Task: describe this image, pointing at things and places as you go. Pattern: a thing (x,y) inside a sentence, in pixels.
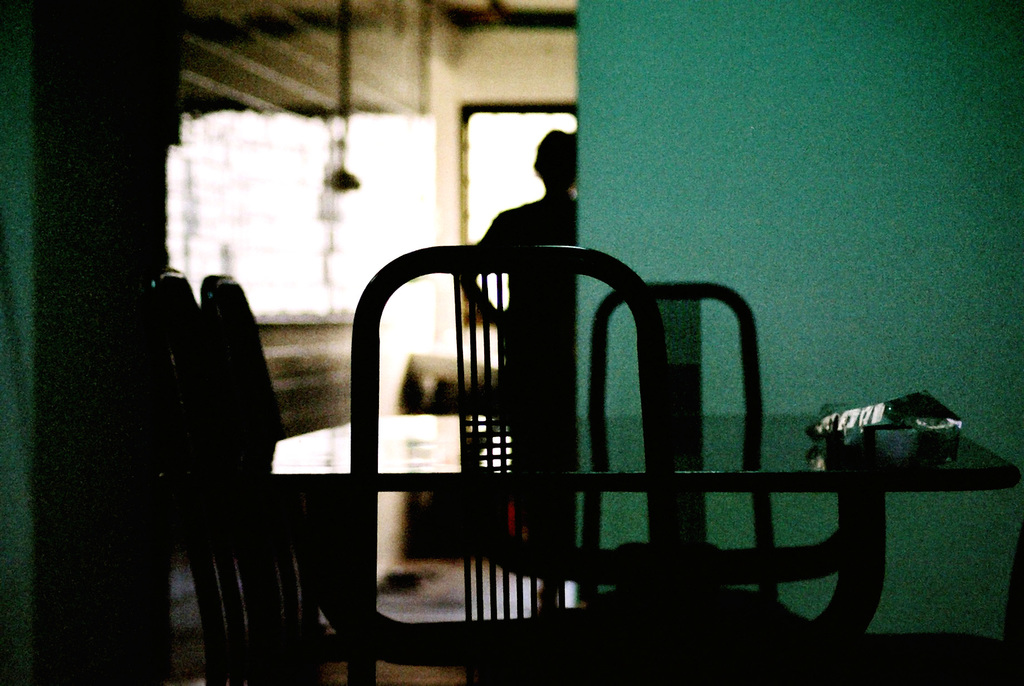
In the foreground of the image (643,397) we can see a group of chairs (644,651) and a table (827,466). In the background (486,165), we can see a person (573,177) and a window (427,238).
